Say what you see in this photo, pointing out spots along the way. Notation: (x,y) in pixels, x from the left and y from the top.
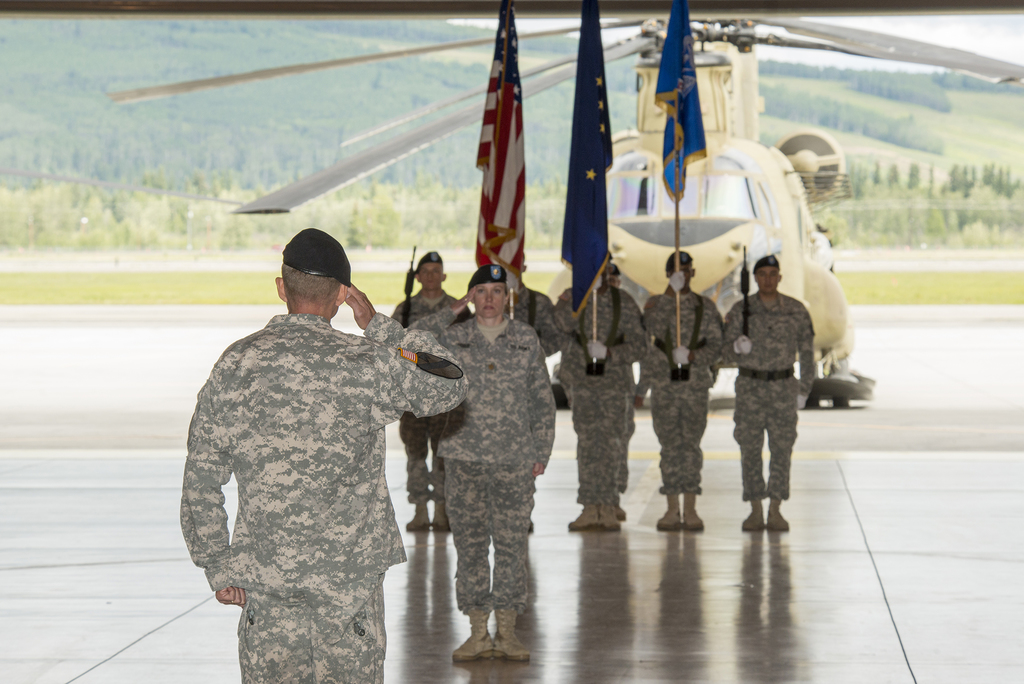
In this picture I can see there are few people (307,381) standing and there are three people (598,334) standing and holding the flags (594,321) and in the backdrop (491,35) I can see there is a helicopter (669,220) and there are trees (247,238), mountains (156,159) and the sky (1018,47) is clear.
